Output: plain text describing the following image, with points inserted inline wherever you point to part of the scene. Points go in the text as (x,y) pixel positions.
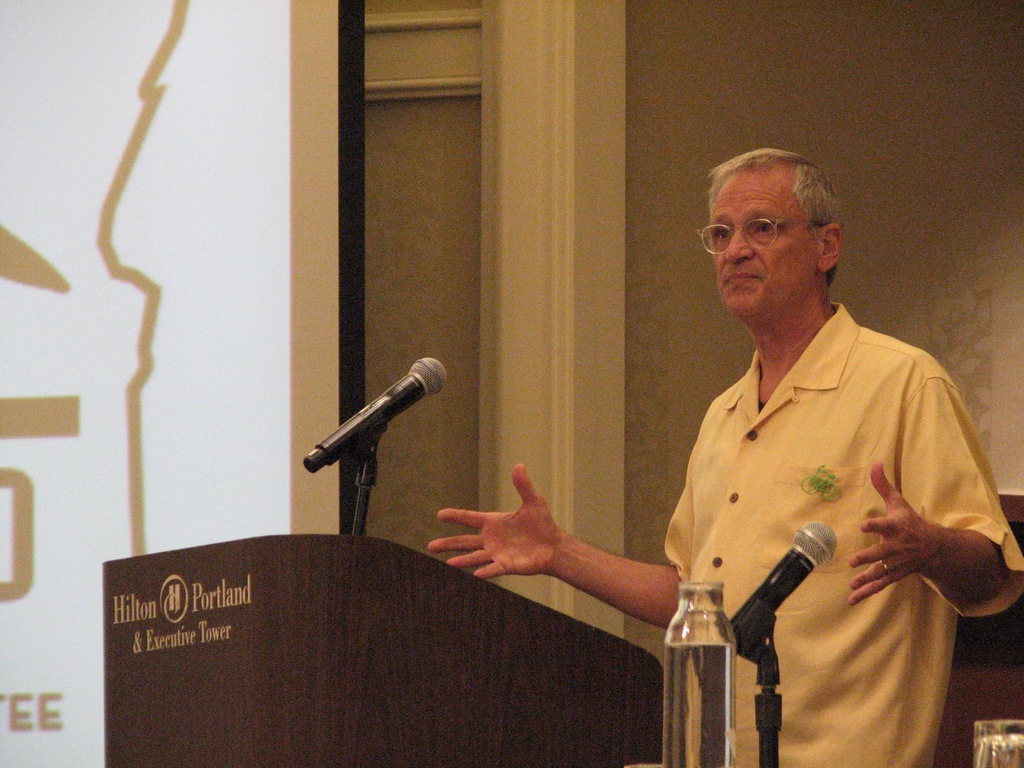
In this image an old man (801,294) is standing in front of a podium (349,636). there are two mics (741,619) in front of him. there is a bottle (691,704). In the background (215,38) there is a screen (246,169) and wall (463,207). The old man (825,496) is wearing yellow shirt (823,636) and glasses (727,229).
